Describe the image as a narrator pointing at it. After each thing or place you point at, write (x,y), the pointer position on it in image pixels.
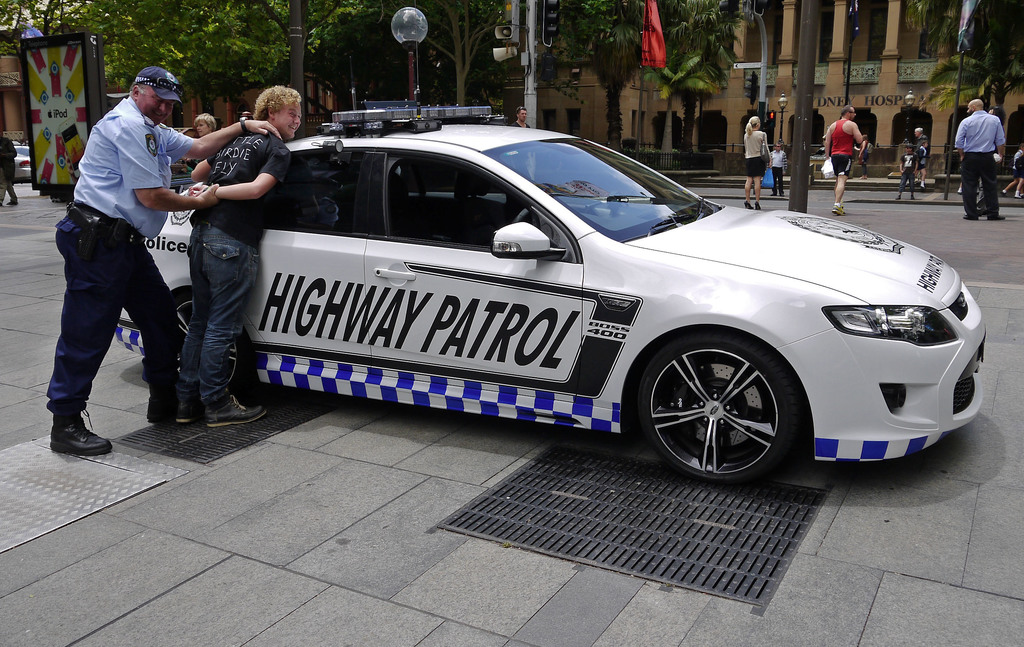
On the left side (130,204), there is a person (105,261) in a uniform (108,245), holding a hand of a person (240,167) who is in black color T-shirt (238,201) and leaning on a white color car (504,152) which is on the road (376,422), on which there are three manholes (593,504). In the background (810,142), there are persons (852,123), poles (810,142), a hoarding (82,93), a light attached to a pole (413,97), speakers (498,35) and buildings (1015,97).
